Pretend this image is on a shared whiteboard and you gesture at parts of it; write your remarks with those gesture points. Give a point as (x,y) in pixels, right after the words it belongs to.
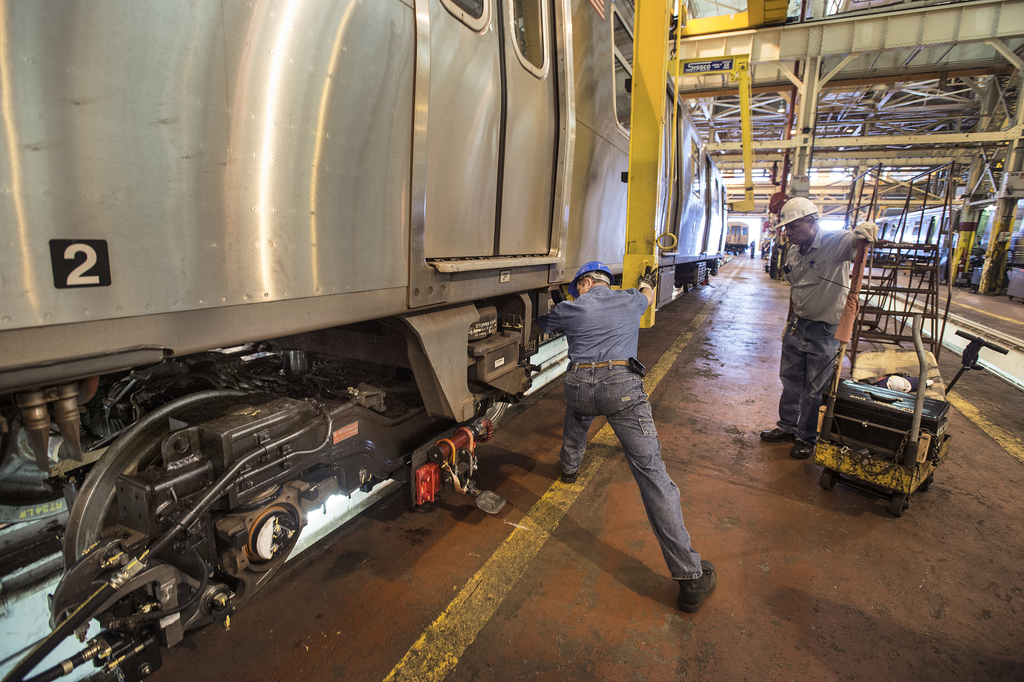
This is a train (562,168) with doors (551,108) and windows (520,44). I think this is an engine (265,440), which is attached to the train (283,340). There are two people (623,360) standing. I think this is the locomotive shed (868,122), which is built with iron (960,134).
